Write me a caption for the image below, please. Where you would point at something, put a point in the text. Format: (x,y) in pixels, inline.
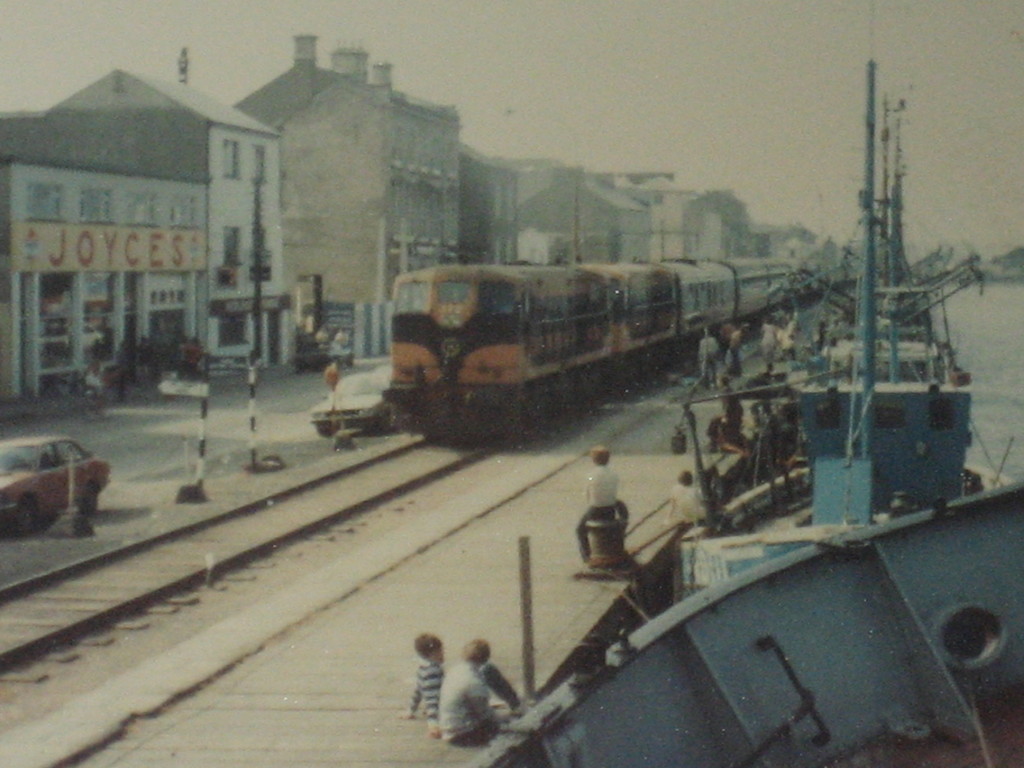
In the foreground of the image (470,693) we can see some persons (458,685) sitting on the ground (420,757). To the right side of the image (738,333) we can see some persons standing and some boats (848,332) with poles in the water (1014,356). In the center of the image (640,386) we can see a train (628,377) with wagons (705,315) placed on the track (461,461), some vehicles (352,399) and sign boards (330,375) placed on the ground (93,513). In the background (199,269), we can see a group of buildings (326,250) with windows (131,274) and the sky (745,113).
